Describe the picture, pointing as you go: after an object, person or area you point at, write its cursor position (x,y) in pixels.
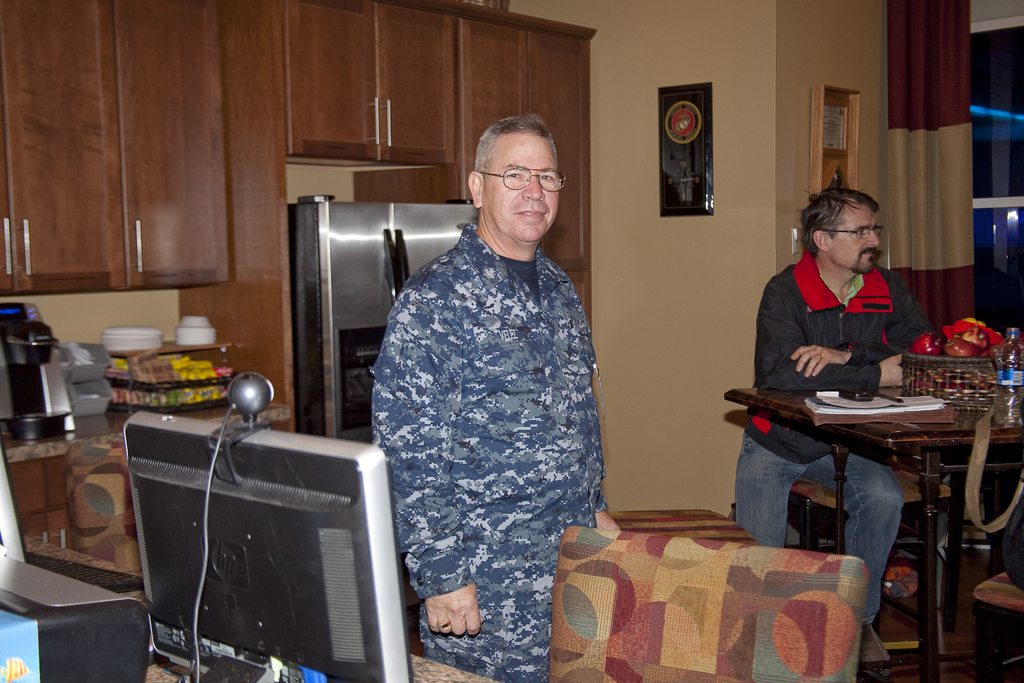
In this picture there is a man (565,523) in the center of the image (472,389) and there is a monitor (286,466) and a web camera (254,390) on a table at the bottom side of the image (325,511) and there is a chair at the bottom side of the image (595,598) and there is another man (905,289) who is sitting in front of a table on the right side of the image (856,233), there are cupboards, kitchenware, and a refrigerator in the background area of the image (392,204) and there is window (1023,74), curtain (939,51), and portraits (694,126) in the image.
